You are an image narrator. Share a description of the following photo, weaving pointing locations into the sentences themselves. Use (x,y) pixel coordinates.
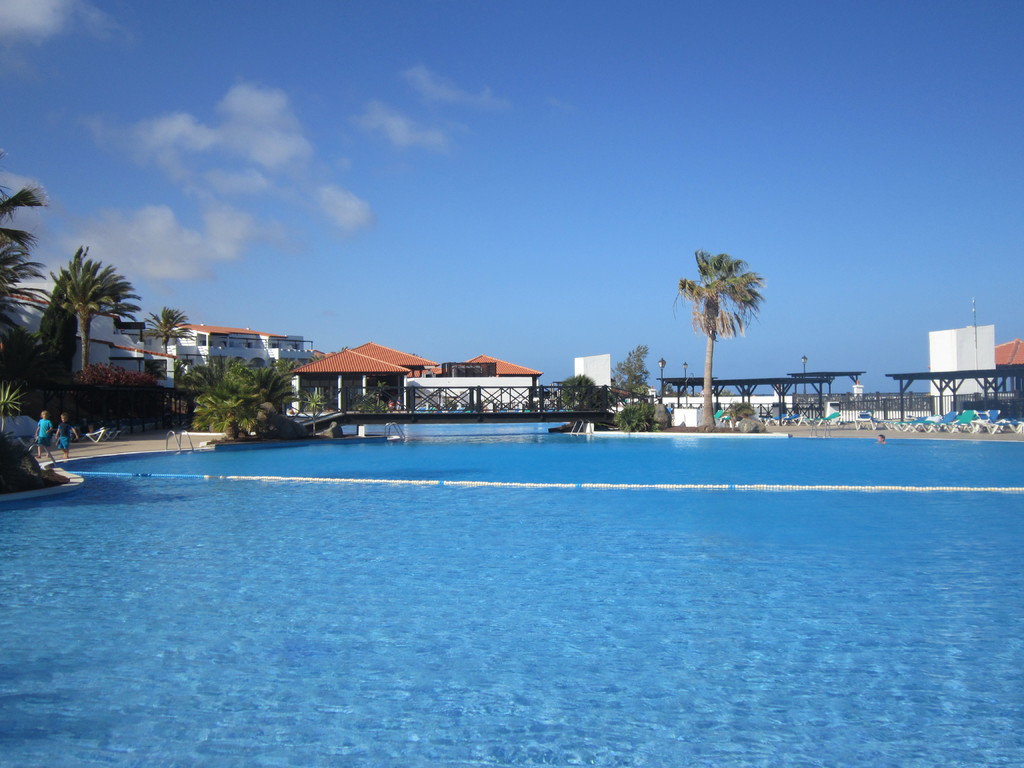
This is a picture of a resort (291,521). In the foreground (383,543) there is a swimming pool (419,537). In the center of the picture (382,382) there are palm trees (19,265), trees (22,371), plants (312,395), buildings (432,375), beach chairs (718,420) and a bridge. Sky (154,285) is clear and it is sunny.
